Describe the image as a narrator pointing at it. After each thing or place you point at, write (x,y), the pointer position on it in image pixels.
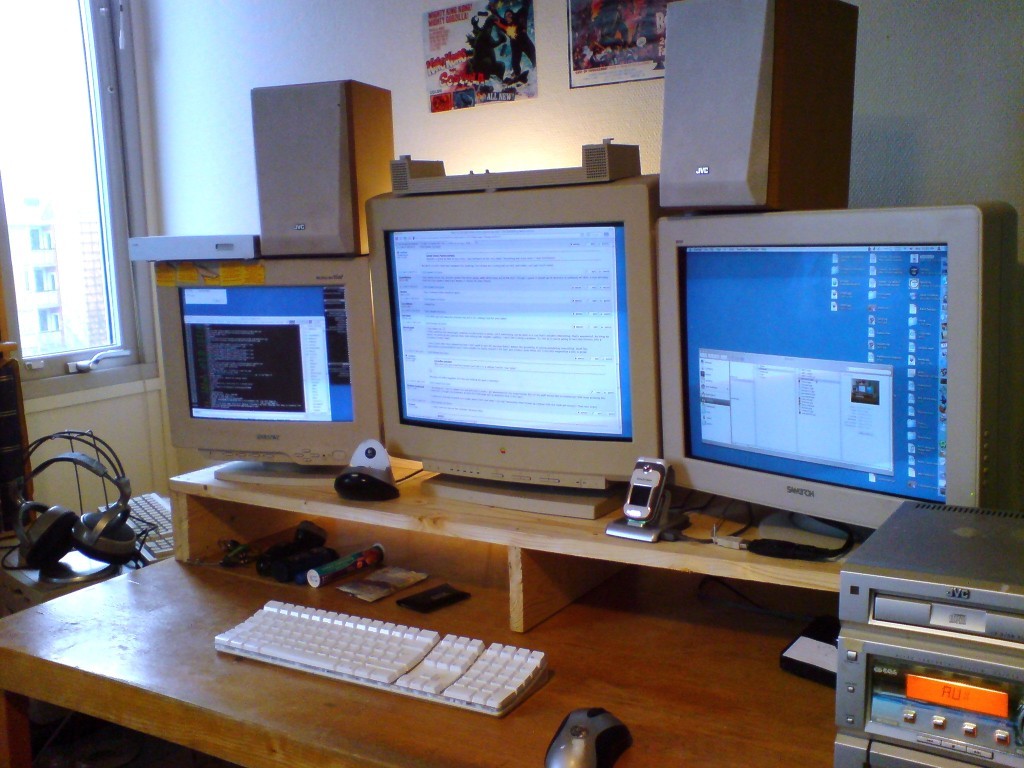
There is a table (509,582) on the table (638,684) there are computers (382,342), keyboard (349,657), mouse (569,759) and some other items (659,517). In the background (367,58) there is a wall (976,106). On the wall (560,38) there are two notices (518,60). There is a window (48,242). On the table (58,583) there are headset (86,525) and another keyboard (141,523).
